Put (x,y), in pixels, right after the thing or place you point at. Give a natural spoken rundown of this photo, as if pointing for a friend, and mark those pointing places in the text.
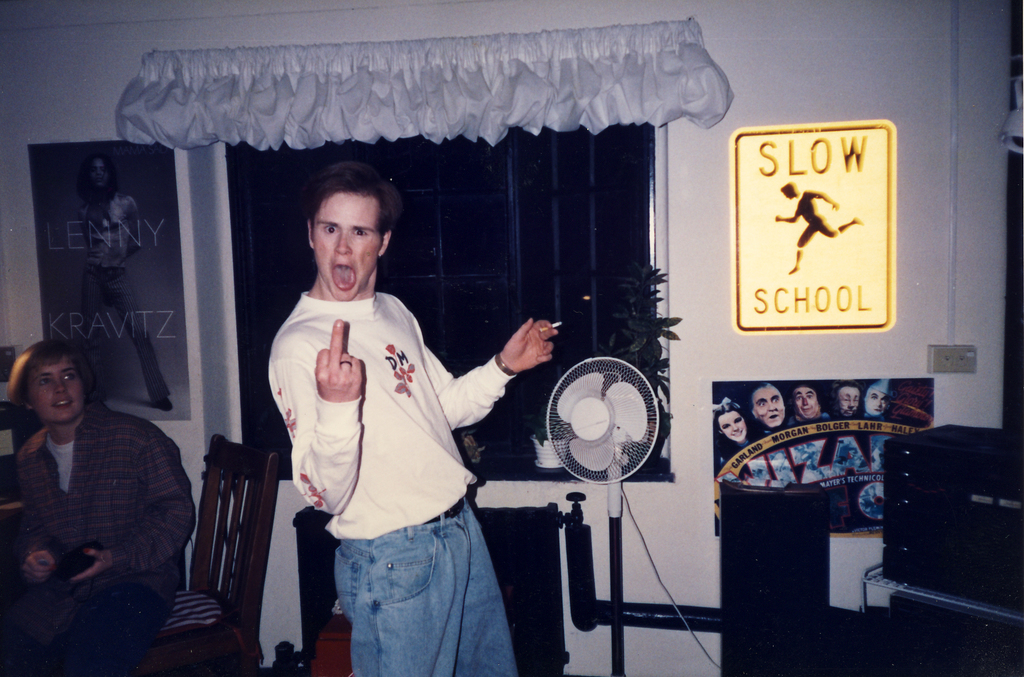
There is a man (409,374) standing on the floor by holding a cigarette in one hand (508,348) and showing a finger (337,329) with the other hand (347,365). In the background (79,454) there is a boy (52,563) sitting on the chair (244,591), posters (166,312) on the wall (979,167), window (595,246), curtain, house plant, table fan (633,417) and some other items (559,599).
